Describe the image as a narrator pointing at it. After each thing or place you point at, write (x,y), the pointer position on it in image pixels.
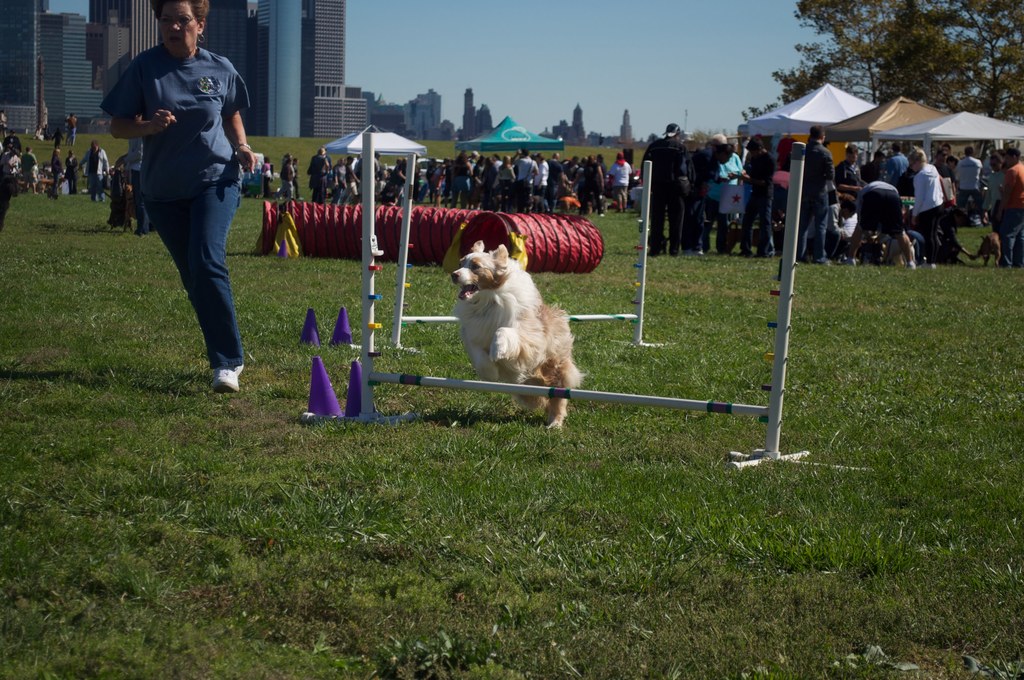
Here we can see a dog (563,325) jumping through an obstacle (793,179) and beside it we can see a woman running on the grass (244,342) and behind them we can see group of people (819,183) standing and there are group of tents (854,122) present and there are buildings (338,67) and trees (793,90) present.
